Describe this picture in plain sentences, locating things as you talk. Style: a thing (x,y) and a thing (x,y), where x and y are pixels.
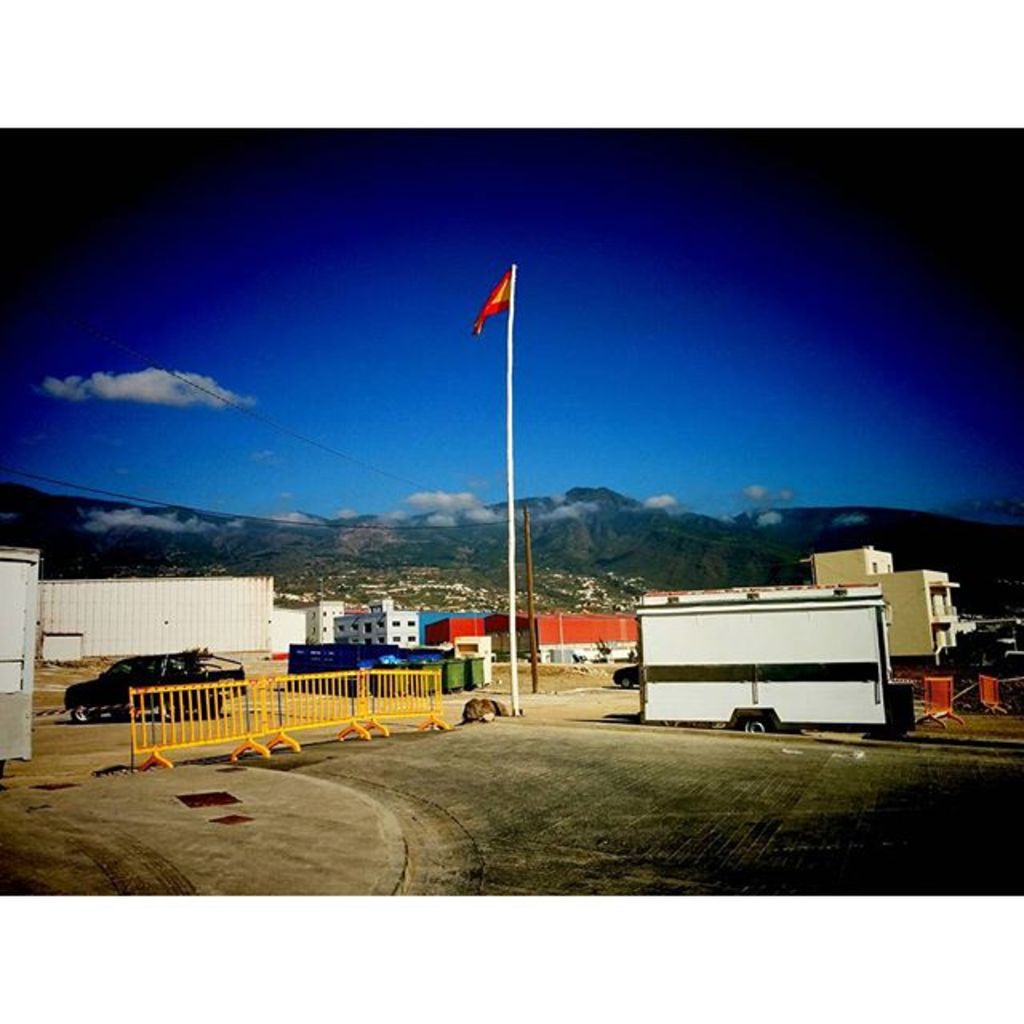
In the foreground of the picture (497,788) I can see the road (335,755) and there are metal grill fences (312,685) on the road (313,759). I can see a vehicle (181,667) on the road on the left side (78,693). I can see the flag pole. I can see the containers (370,662) on the left side (166,639). In the background (424,602), I can see the buildings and mountains (323,551). There are clouds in the sky (725,382).
